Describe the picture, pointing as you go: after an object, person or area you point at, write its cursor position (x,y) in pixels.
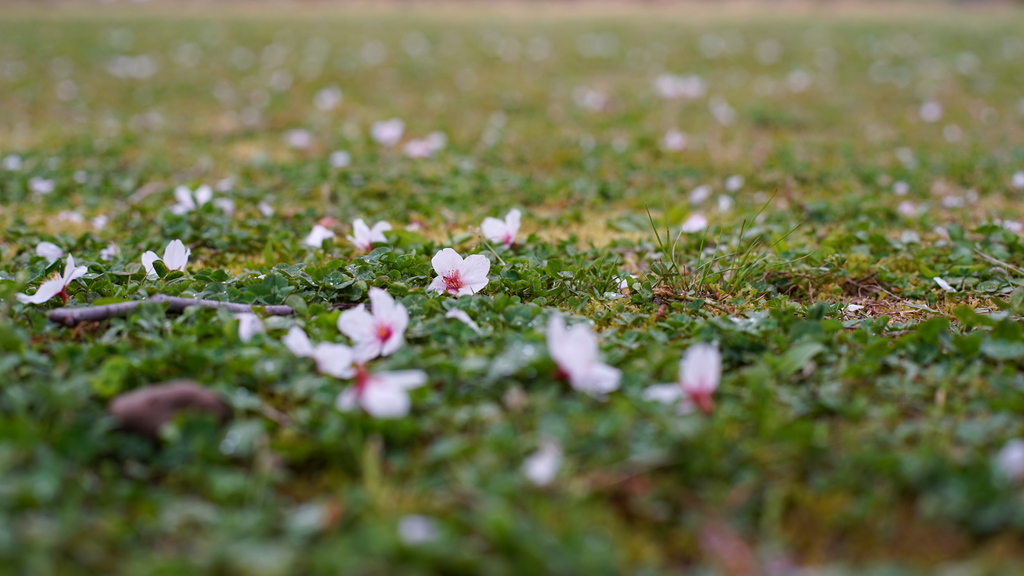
At the bottom of the image (458,445) there are flowers (659,394) and leafs (661,446).
